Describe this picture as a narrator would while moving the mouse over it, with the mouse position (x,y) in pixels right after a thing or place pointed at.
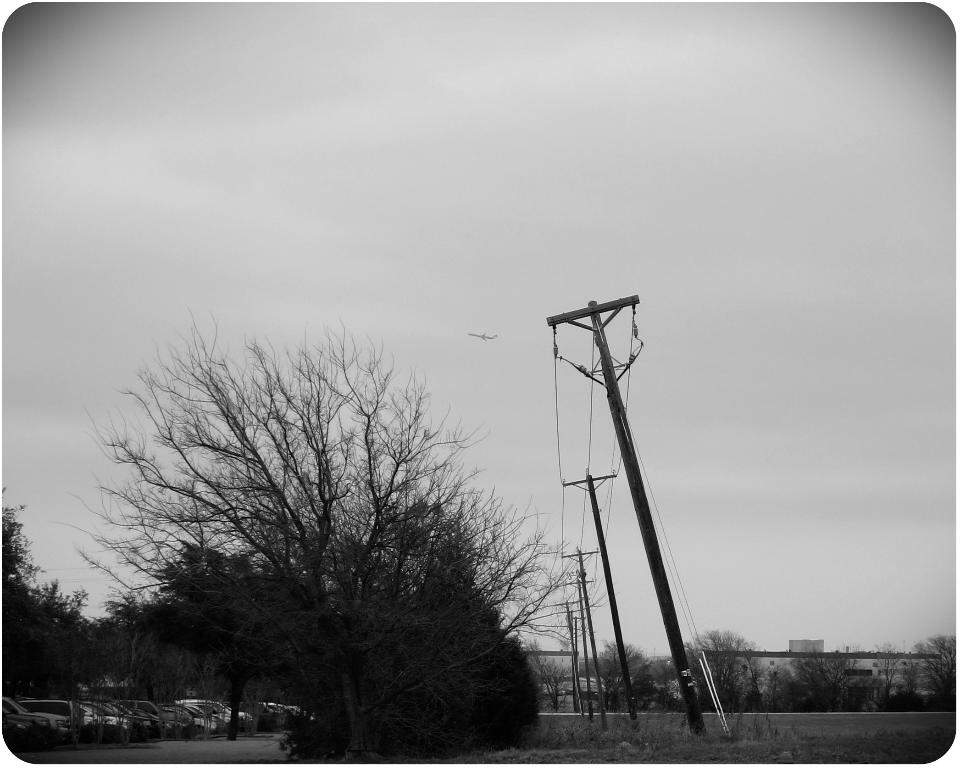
In this picture we can see cars (131,716) on the ground (275,748), trees (353,647), poles (690,708), buildings (584,655) and in the background (432,288) we can see the sky (776,141).
